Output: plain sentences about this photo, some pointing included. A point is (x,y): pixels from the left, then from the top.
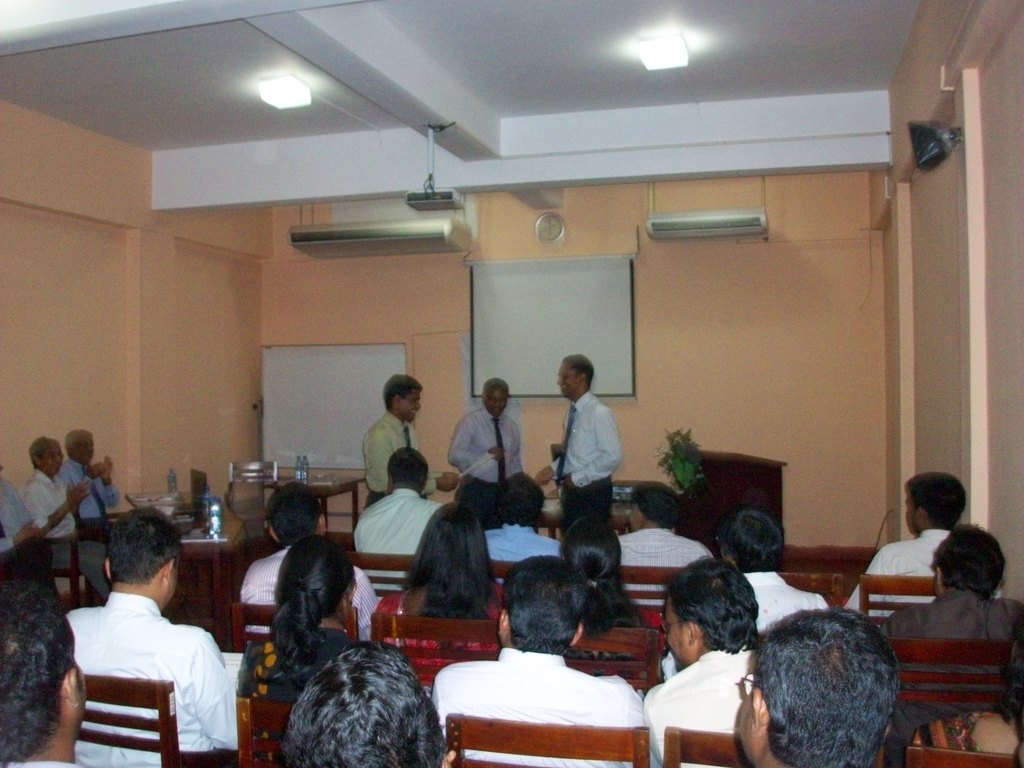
Few people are standing and few people (37,454) are sitting on chairs (331,538). We can see bottles (214,504) and objects (198,525) on tables (315,477). In the background (326,441) we can see wall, white banner (549,337), board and clock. Top we can see lights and projector (418,204).
